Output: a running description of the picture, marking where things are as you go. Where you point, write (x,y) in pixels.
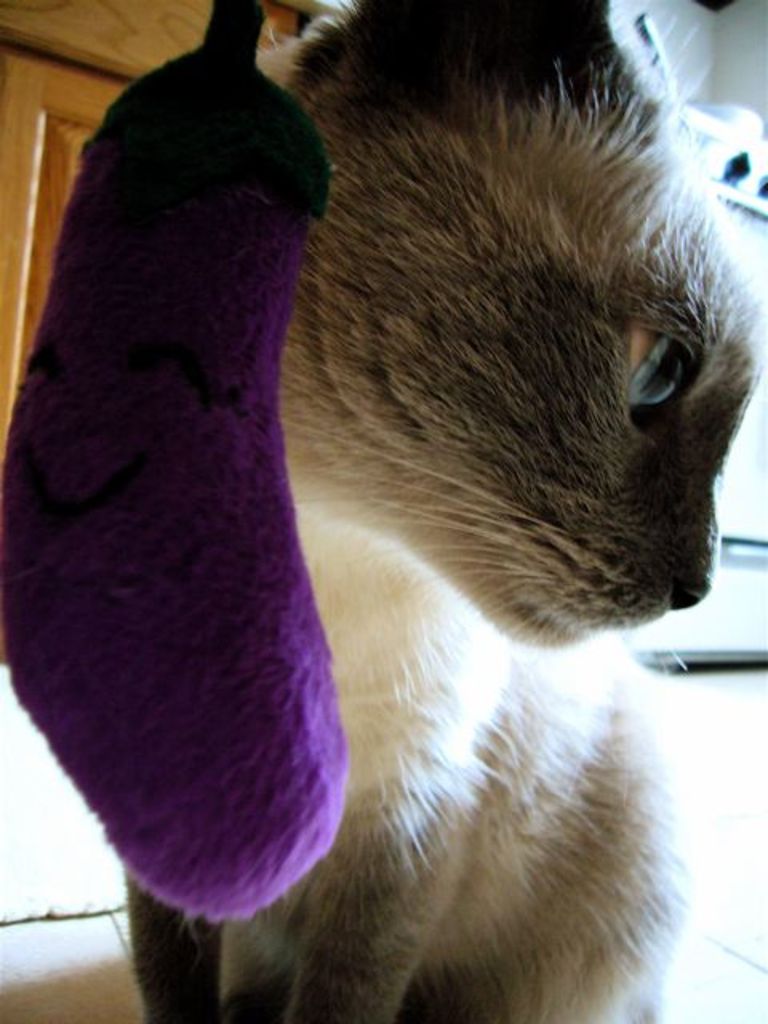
In this image there is a cat (615,462), there is floor (99,947) towards the bottom of the image (722,1006), there is an object (172,399) towards the top of the image (171,183), there is a wooden object (45,166) towards the left of the image (43,64), there is an object (718,214) towards the right of the image (766,568), there is a wall (719,62) towards the top of the image (709,41).
